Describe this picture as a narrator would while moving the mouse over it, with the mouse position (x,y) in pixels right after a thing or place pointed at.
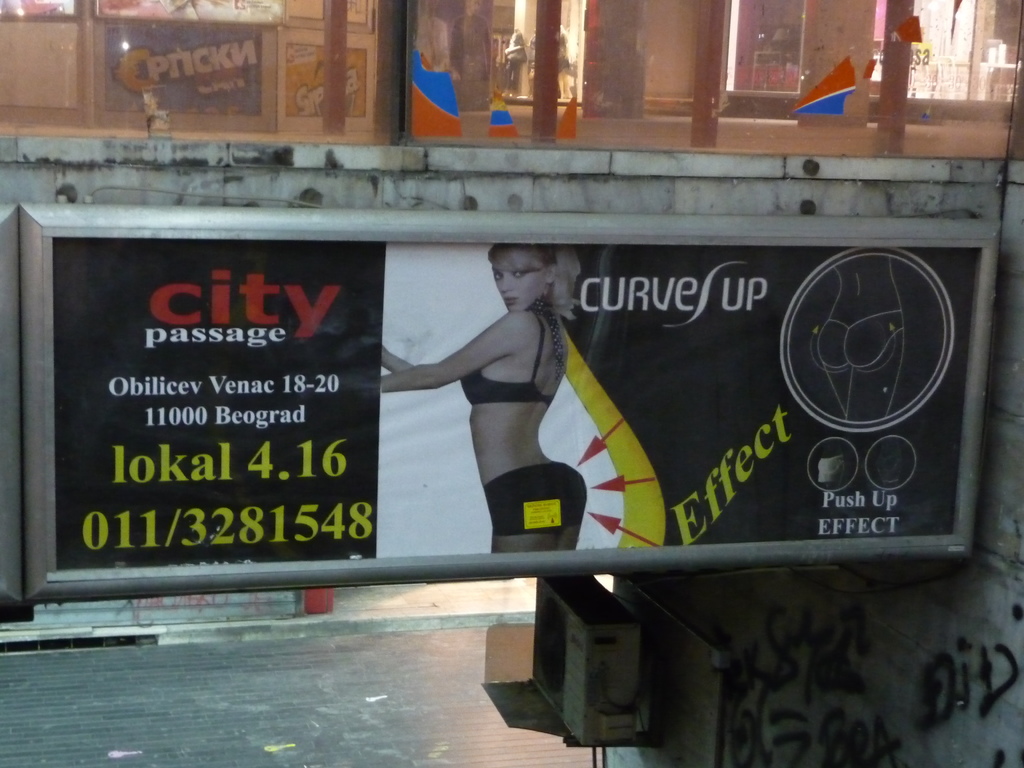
In the image we can see a poster (450,523), in the poster (553,424) we can see a girl (526,405) standing. This is a glass window (753,97) and a floor (429,600), this is a printed text (176,423).
